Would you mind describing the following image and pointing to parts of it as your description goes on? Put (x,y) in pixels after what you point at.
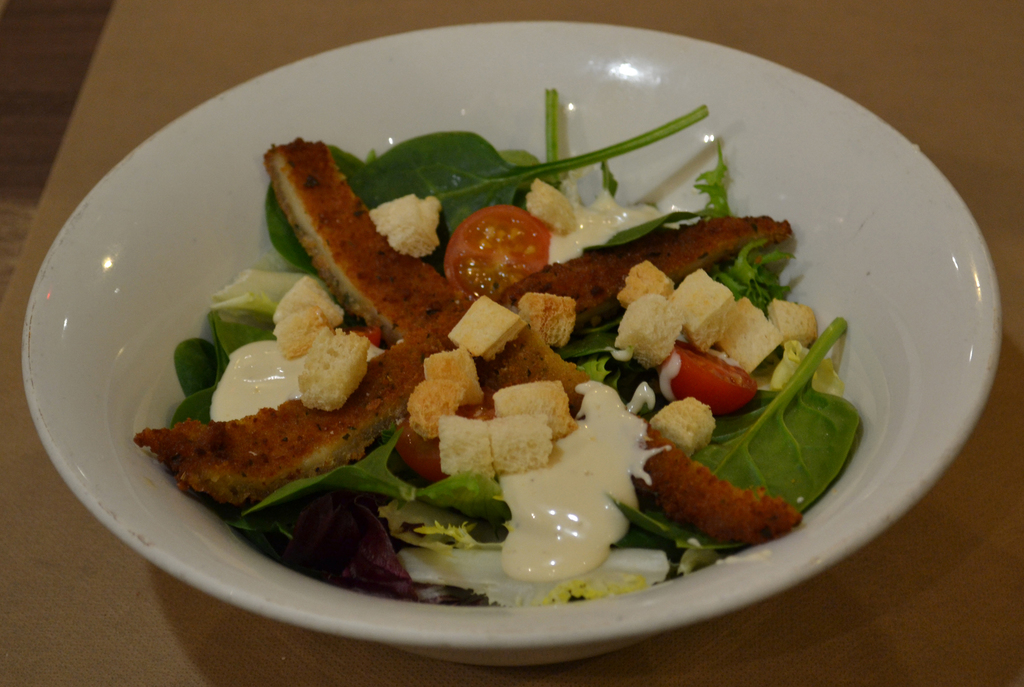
Here I can see a white color bowl (172,235) which consists of some food items (457,445) in it. This is placed on a table (203,68).
